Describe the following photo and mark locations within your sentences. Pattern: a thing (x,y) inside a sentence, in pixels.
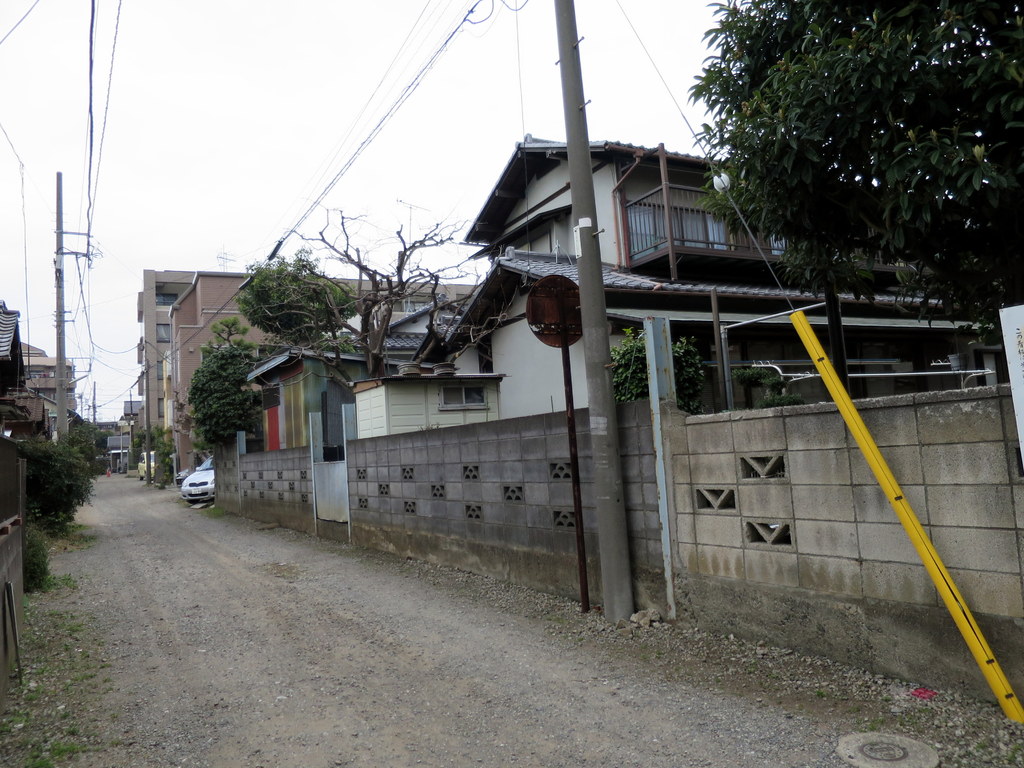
In this image there is a road (323,615), on either side of the road (251,547) there are buildings (128,444) and trees (106,438) on top (209,120) there is a sky (228,120).
